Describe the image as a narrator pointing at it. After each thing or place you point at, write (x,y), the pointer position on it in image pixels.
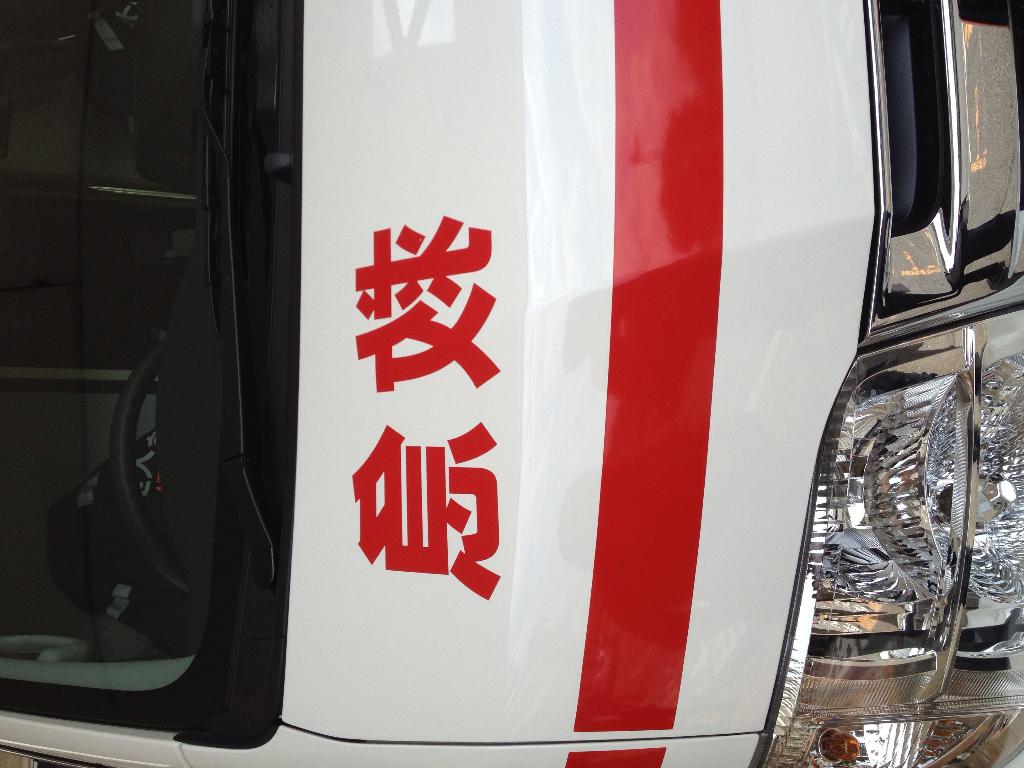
In this image we can see front view of the ambulance (655,563).
